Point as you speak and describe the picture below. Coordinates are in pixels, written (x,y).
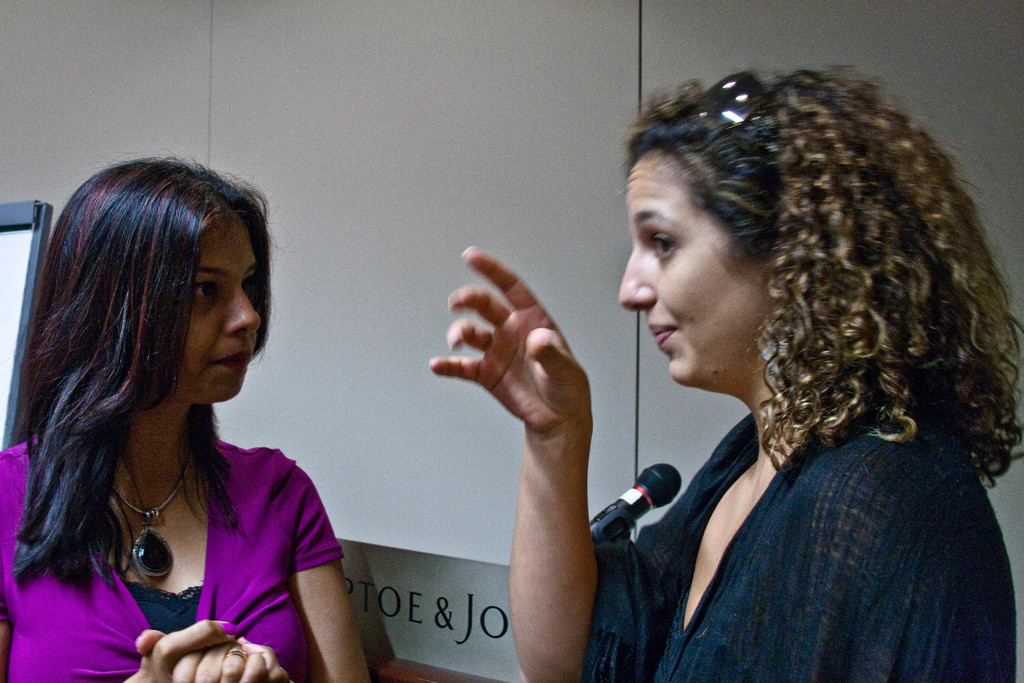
In the foreground of the picture (200,515) there are two women (794,317) standing, behind them it is wall (401,192). In the center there is a microphone (611,520). On the left (17,262) there is a board (8,279).
